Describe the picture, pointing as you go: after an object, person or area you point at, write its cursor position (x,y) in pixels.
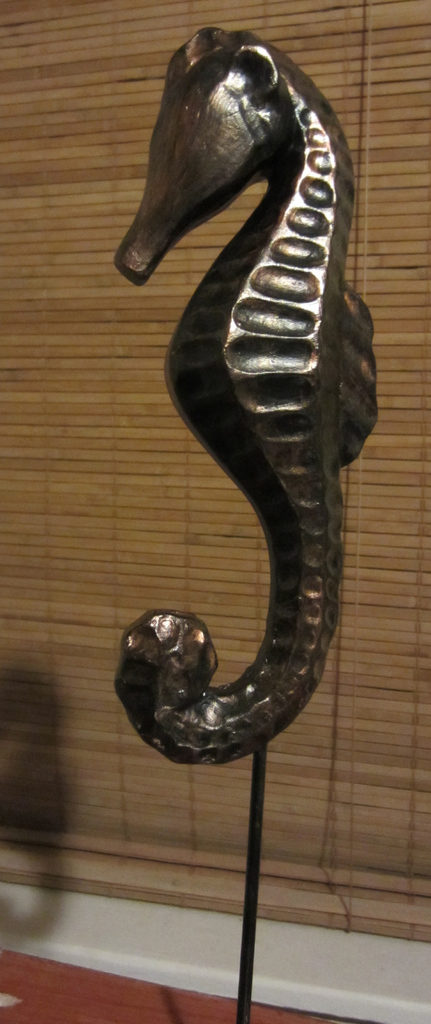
In this image we can see the depiction (251,132) of a seahorse (310,530). In the background (71,229) we can see the window mat (299,822).
